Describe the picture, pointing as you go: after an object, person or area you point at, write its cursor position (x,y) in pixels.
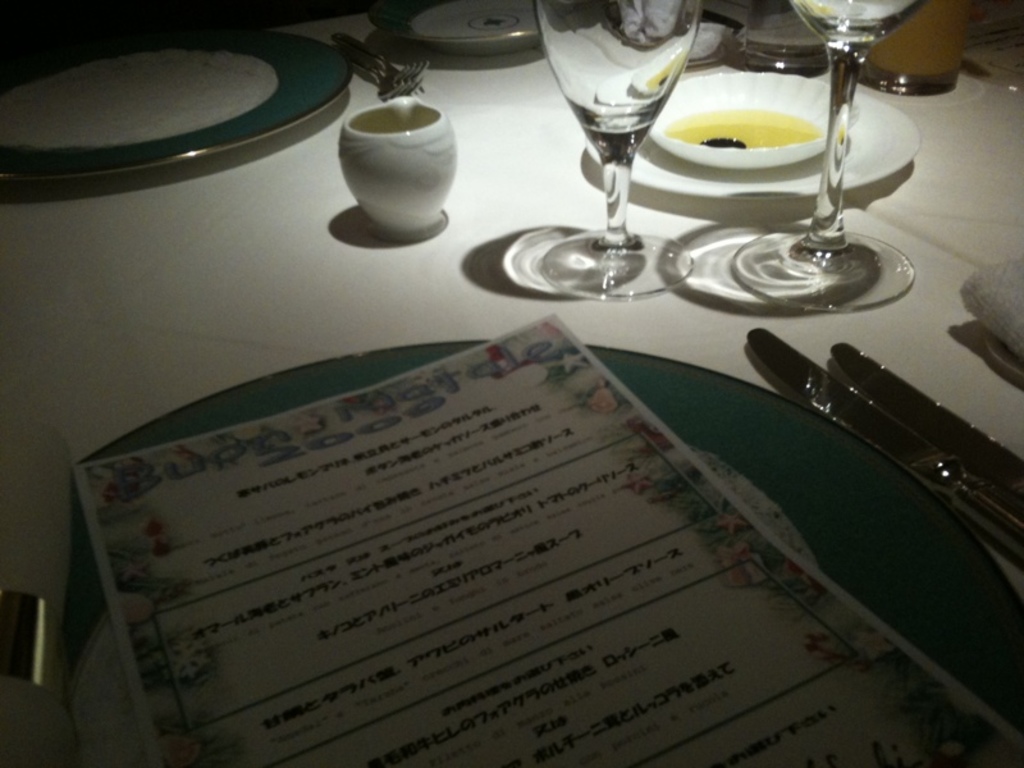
In this image I can see few glasses (595,48) and few plates (715,99). I can also see two knives (813,376) and a menu card (412,505).
